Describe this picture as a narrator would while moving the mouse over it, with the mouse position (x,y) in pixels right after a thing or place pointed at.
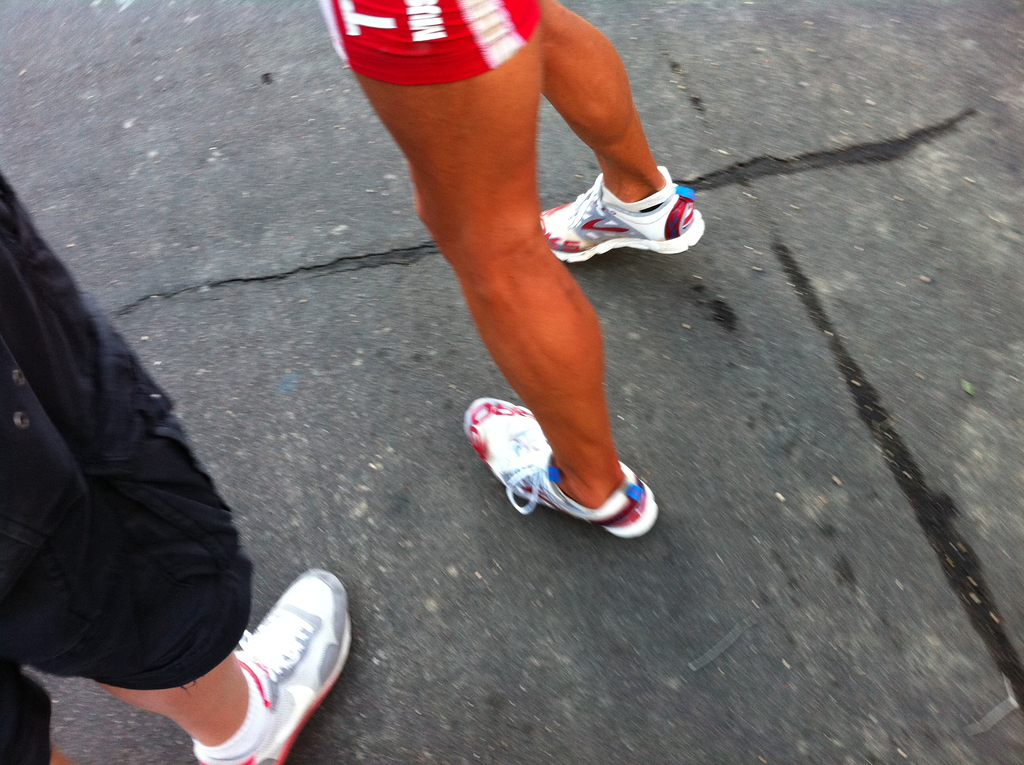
There are two persons (549,474) standing on the road (491,546).
